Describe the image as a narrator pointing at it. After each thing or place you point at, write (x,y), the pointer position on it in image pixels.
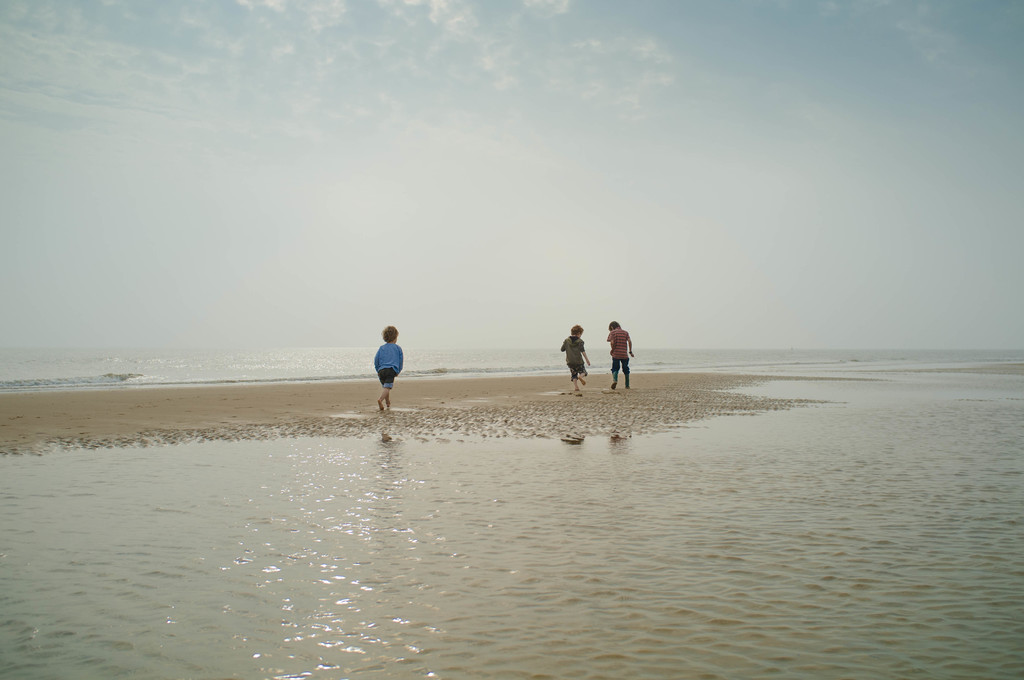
This image consists of three persons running near the beach (402,429). At the bottom (653,616), there is water (544,535). In the background (491,155), there are clouds (405,72) in the sky (431,211). In the middle (530,385), there is sand (76,430).
